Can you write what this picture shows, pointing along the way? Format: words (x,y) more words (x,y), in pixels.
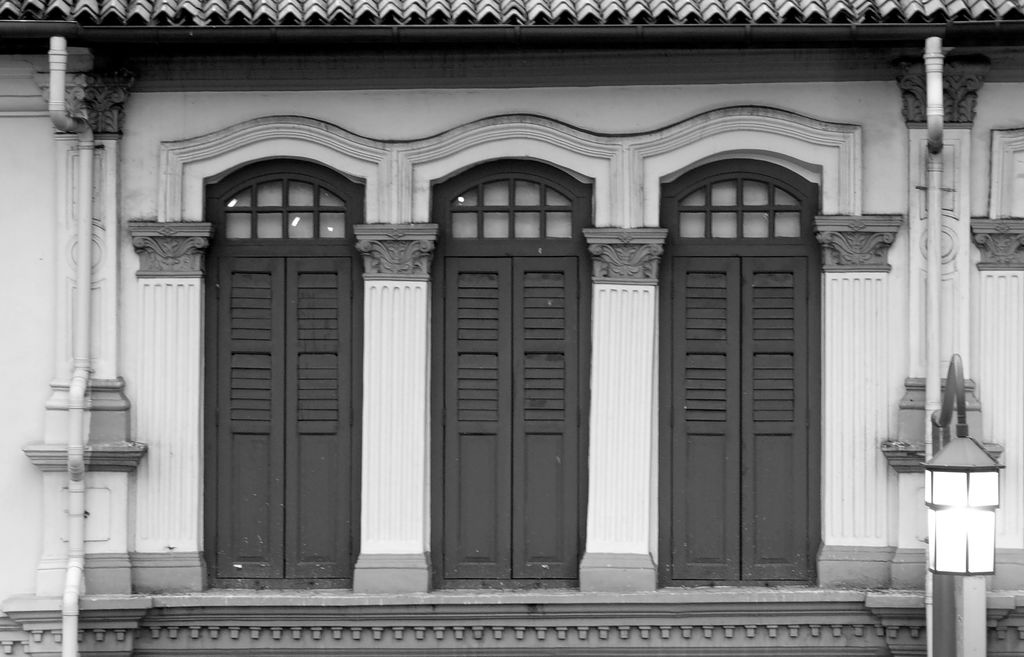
In this image we can see the building (640,220) with pipelines (84,189), pillars (195,308), windows (283,430), electric lights (954,451) and walls (802,86).
